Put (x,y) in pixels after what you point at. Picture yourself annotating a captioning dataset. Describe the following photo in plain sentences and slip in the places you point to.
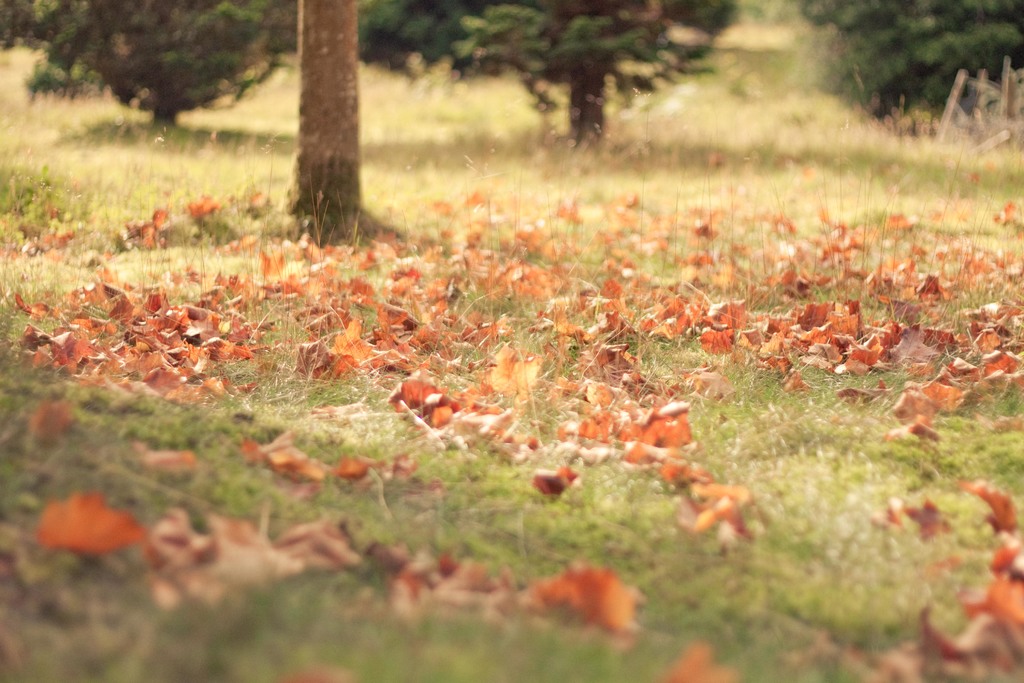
At the bottom of the image (324,473) on the ground (664,331) there is grass (214,465) and also there are dry leaves (276,449). In the background (586,51) there are trees (586,51) and also there is a tree trunk (338,170).
